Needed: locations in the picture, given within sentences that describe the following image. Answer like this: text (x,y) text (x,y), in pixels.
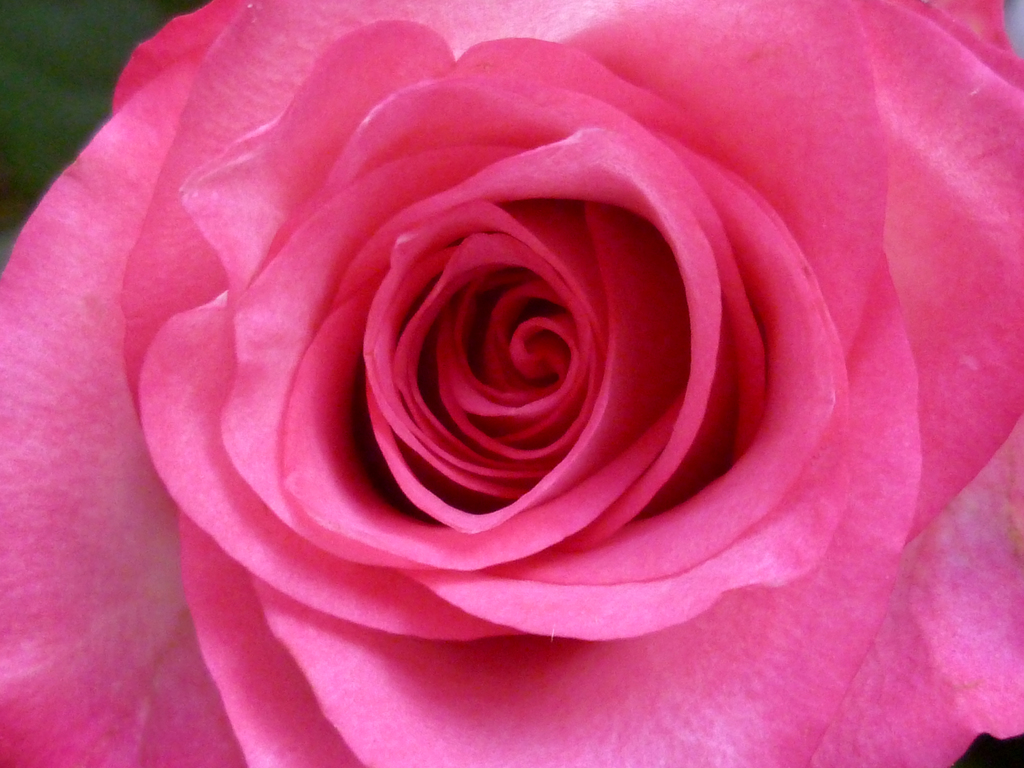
In this image in the foreground (326,327) there is one rose flower (386,521).
